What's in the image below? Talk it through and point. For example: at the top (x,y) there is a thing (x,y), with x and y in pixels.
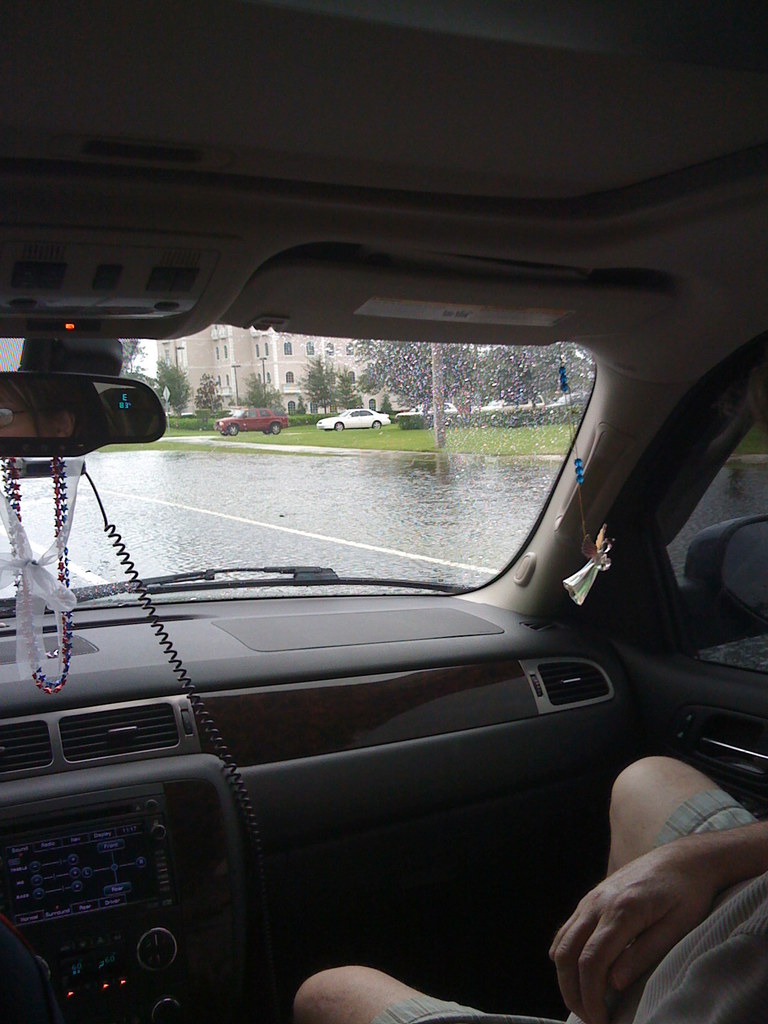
It is a picture inside of a vehicle (741,754), we can see a person's legs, hand (627,959), mirror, windshield (188,470) and objects (64,900). Through windshield (424,418) I can able to see vehicles (265,428), building (283,355), trees (517,352), grass (415,443) and road (389,464).
